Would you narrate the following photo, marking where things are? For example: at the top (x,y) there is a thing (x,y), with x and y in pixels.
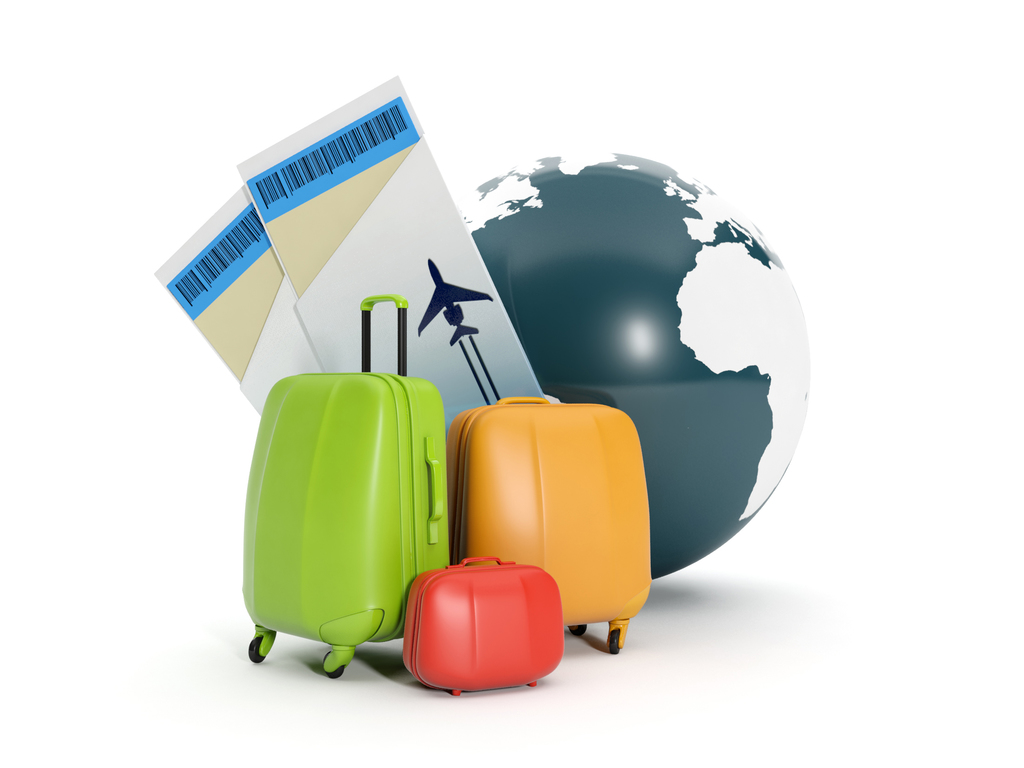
In this image we can see a globe (681,373), luggage bags (509,526) and air tickets (359,330).
